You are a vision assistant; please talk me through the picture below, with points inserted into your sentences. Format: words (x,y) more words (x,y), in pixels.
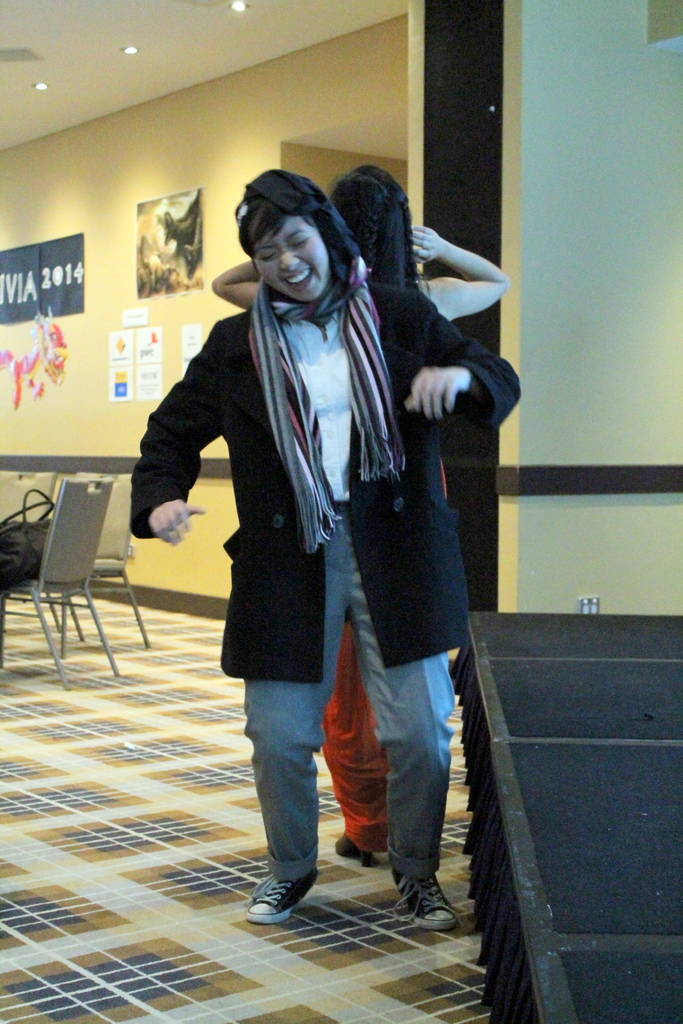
Here we can see two persons (274,742) are standing on the floor (134,944) and she is smiling. There are chairs (117,487). In the background (125,435) we can see posts (146,240), lights (132,52), and wall (315,93).
